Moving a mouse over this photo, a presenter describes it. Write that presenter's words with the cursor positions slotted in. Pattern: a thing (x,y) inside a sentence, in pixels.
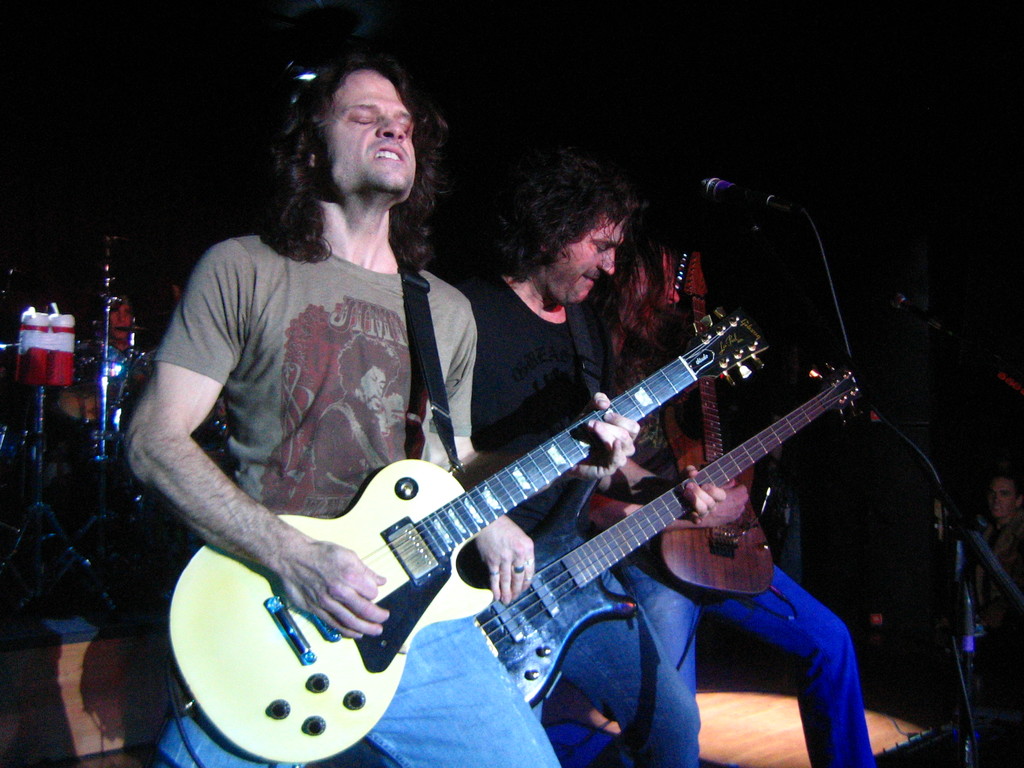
In this image, we can see three men (406,690) standing, they are holding guitars (684,546), we can see a microphone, there is a dark background (811,18).
